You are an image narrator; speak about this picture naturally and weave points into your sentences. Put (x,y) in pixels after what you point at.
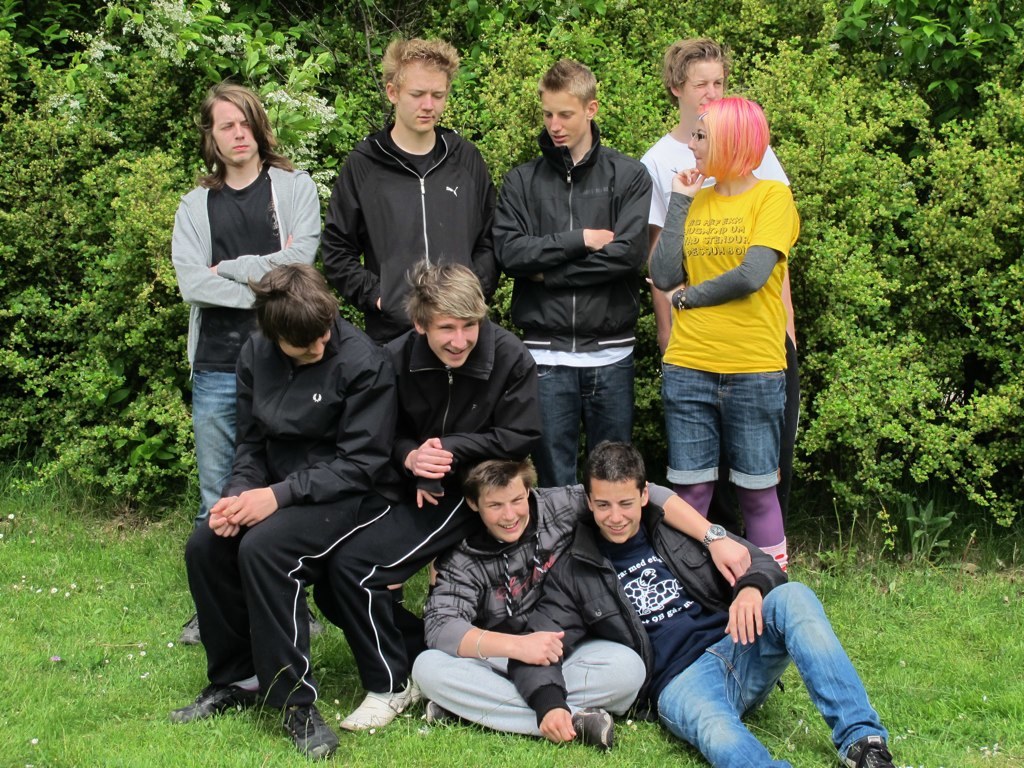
There are many people (398,204). Some are standing and some are sitting. On the ground (129,701) there is grass (935,644). In the background (785,72) there are trees (121,88).
